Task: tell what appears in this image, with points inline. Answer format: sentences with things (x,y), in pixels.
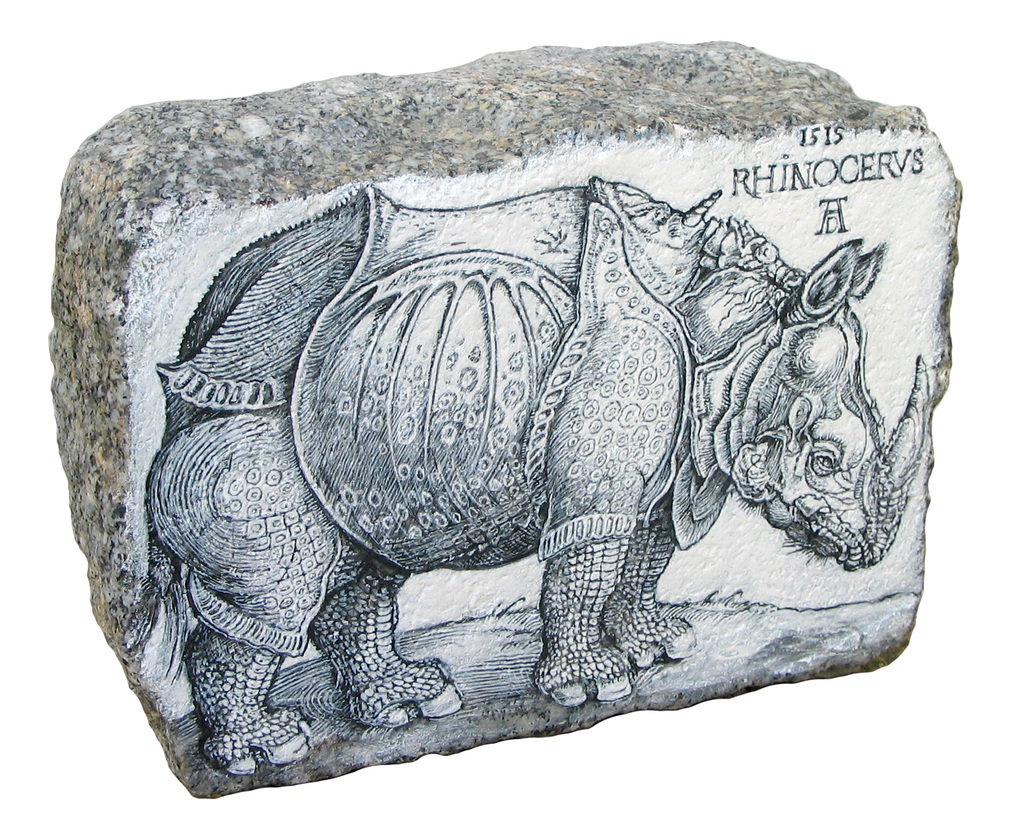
In this image we can see a rock (394,587). On the rock (397,504) we can see the painting (386,607) of an animal (563,441) and text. The background of the image (23,37) is white.
